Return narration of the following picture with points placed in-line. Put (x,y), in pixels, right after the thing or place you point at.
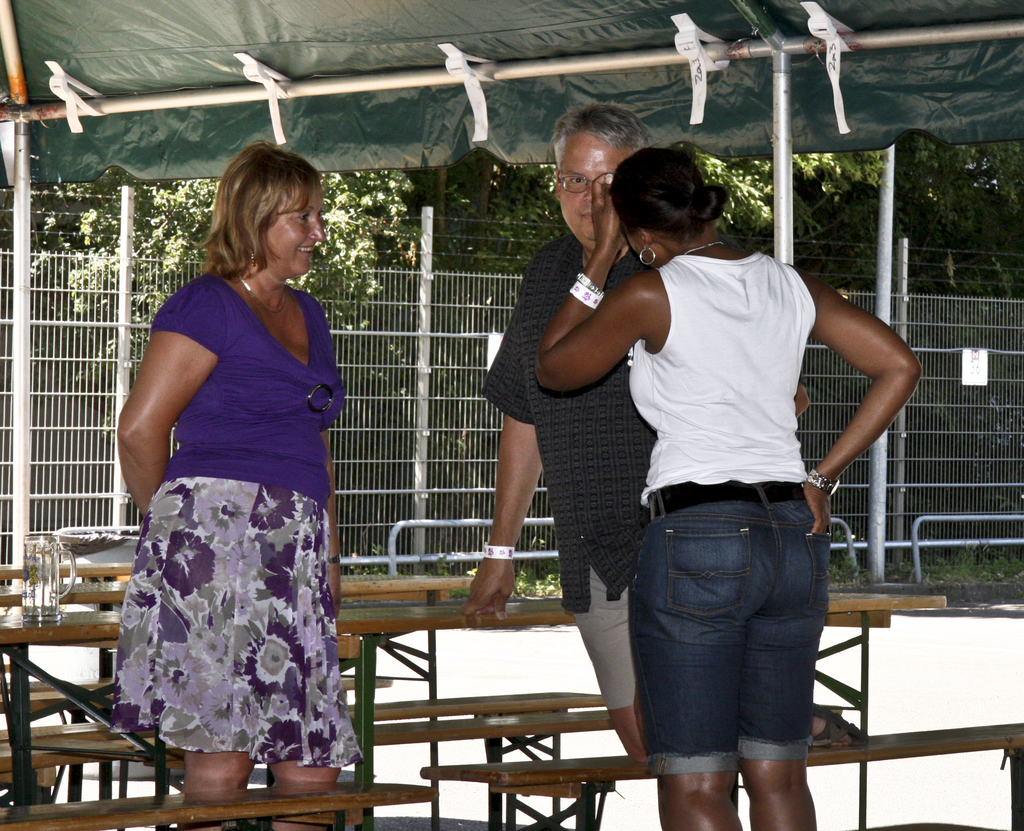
In this image i can see 2 women (263,498) and a man (502,546) standing in between the benches (372,720), on the benches (372,720) i can see a jar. In the background (467,226) i can see the tent (780,222), the railing (41,362) and few trees (518,220). The man (582,190) is wearing a glasses (565,190), shirt (569,407) and a short (594,635).
